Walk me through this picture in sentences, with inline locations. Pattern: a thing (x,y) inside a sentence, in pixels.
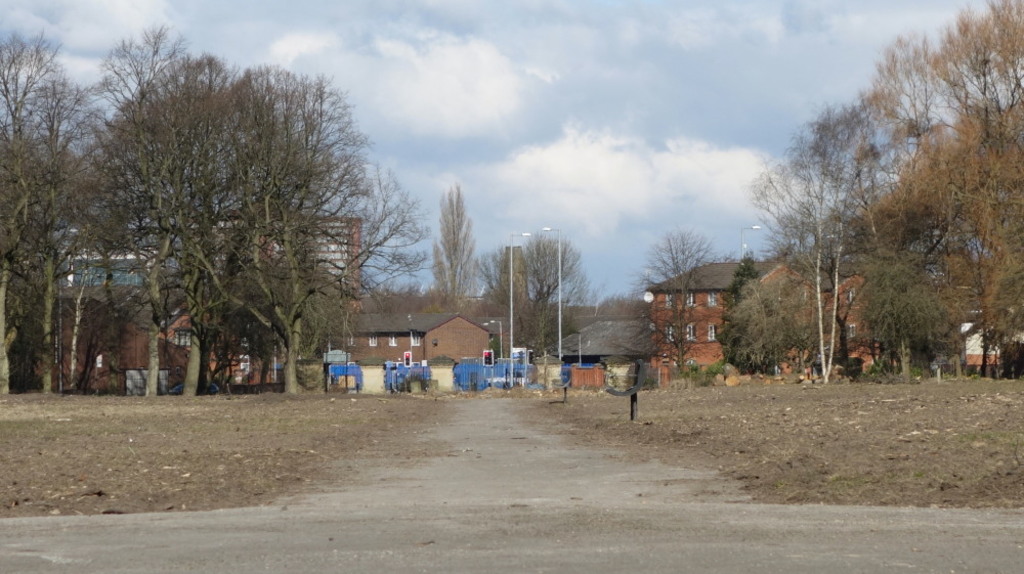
In this image I can see the road (439,505), the ground (183,455), few black colored poles (622,394) and few trees (210,285). In the background (690,351) I can see few buildings (584,361), few street light poles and the sky (573,133).
